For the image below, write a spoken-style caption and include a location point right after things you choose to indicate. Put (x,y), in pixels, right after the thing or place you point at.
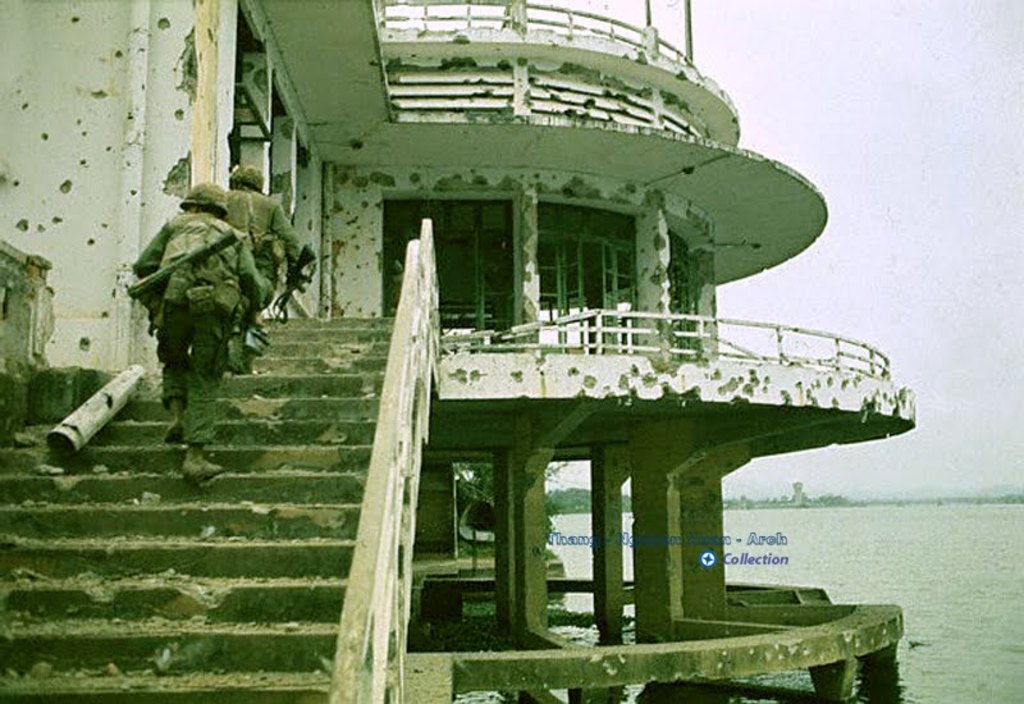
In this image we can see two persons (236,346) holding guns (301,259), they are walking on the stairs (291,449), there is an object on the stairs (228,576), there are railings (544,11), there are trees (770,500), a tower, a building (710,518), also we can see the sky (898,484), ocean (833,538) and text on the image.
